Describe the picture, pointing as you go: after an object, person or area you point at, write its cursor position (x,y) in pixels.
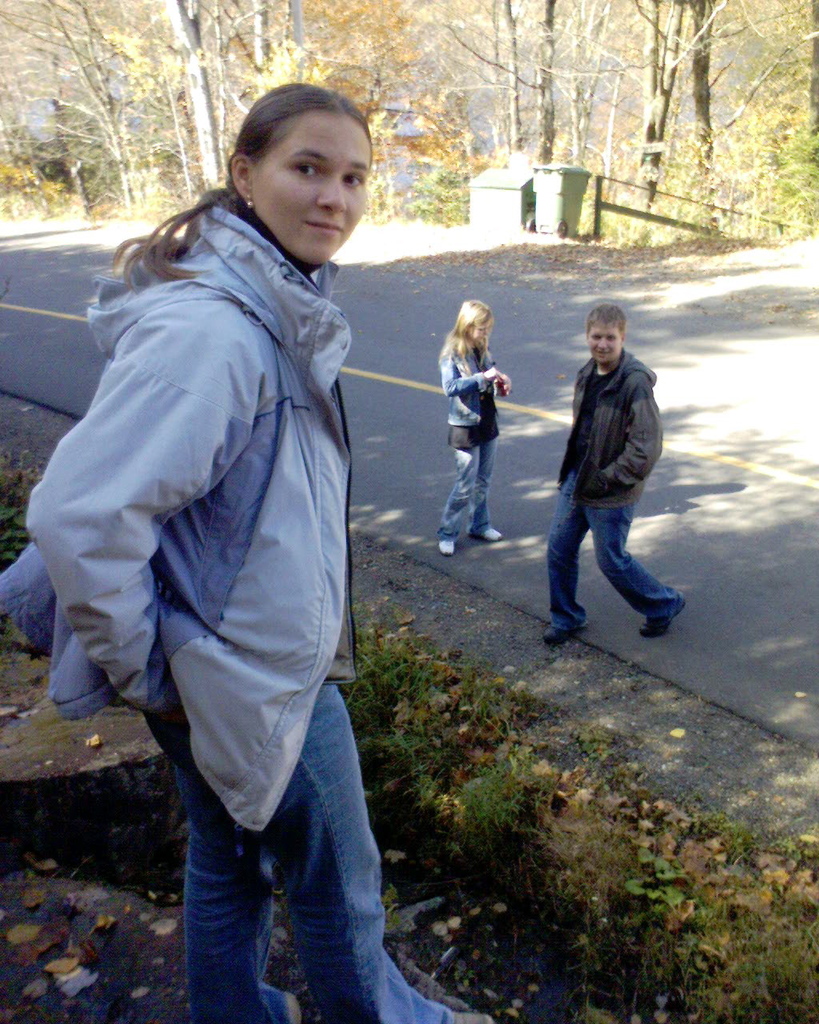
In this picture there is a lady (95,449) on the left side of the image (255,444) and there is a girl (456,504) and a boy (553,540) in the image, there are trees (550,146) and dustbins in the background area of the image (514,195).
